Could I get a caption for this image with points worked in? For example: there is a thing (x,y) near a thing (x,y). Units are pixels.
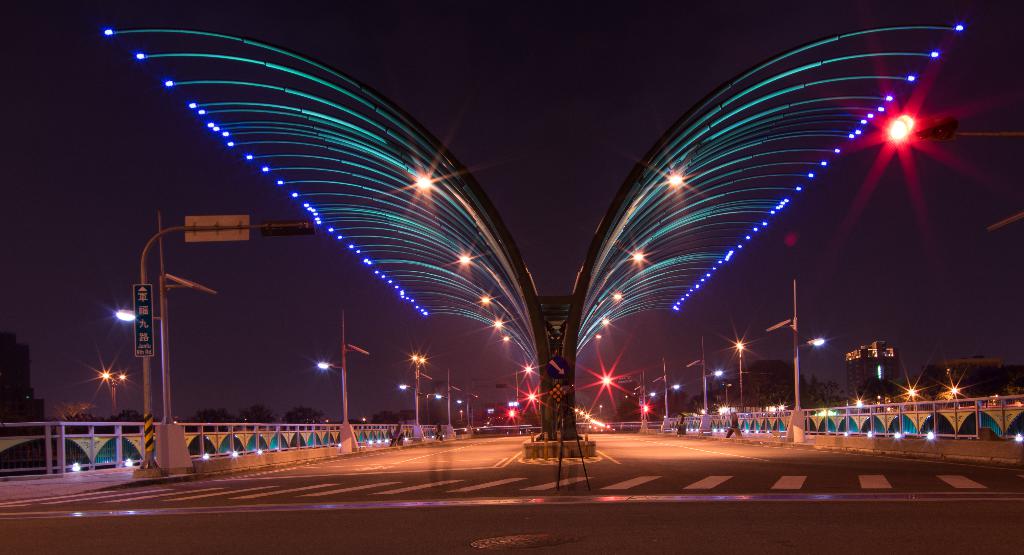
In this image there are poles (236,227) along with lights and there are trees (924,375) in the background (870,381), there are buildings (887,374) and fence (272,435) or railings (906,415).
